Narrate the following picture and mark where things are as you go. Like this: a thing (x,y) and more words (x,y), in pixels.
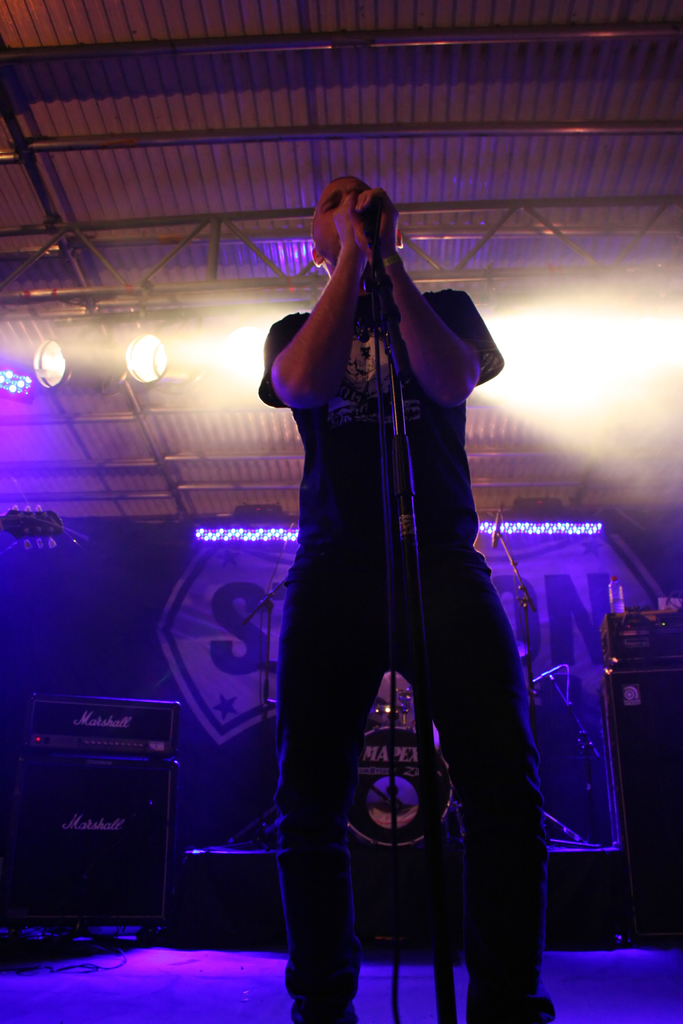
In this image there is a person (478,889) standing and holding a mike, and there are speakers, focus lights (597,329), lighting truss (566,271) and a banner (176,541).
